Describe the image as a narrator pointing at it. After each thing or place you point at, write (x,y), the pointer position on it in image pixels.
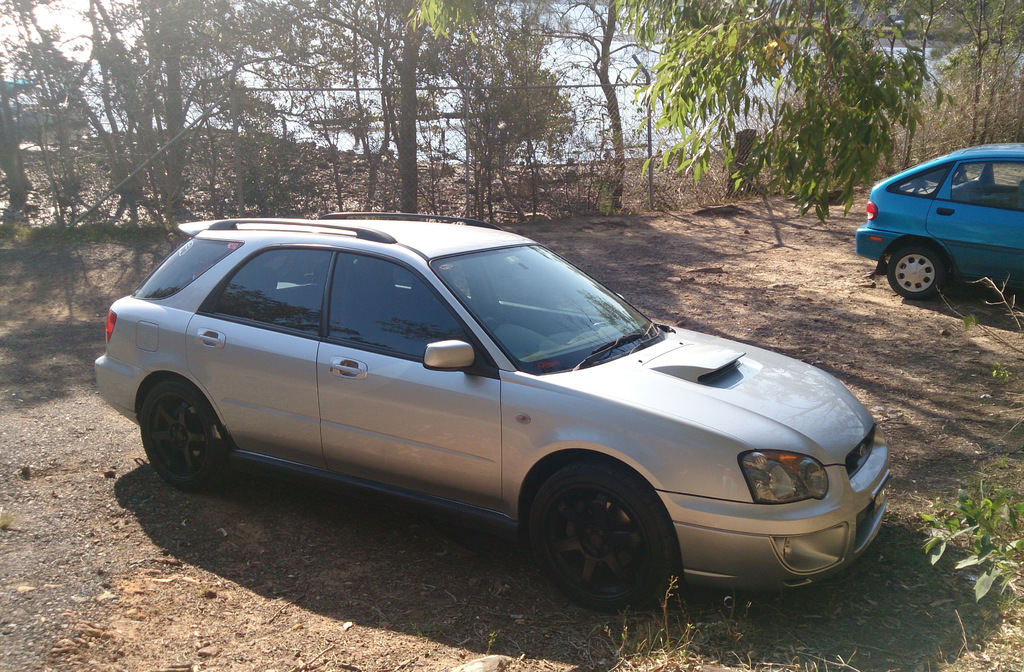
This picture is clicked outside. We can see the two cars (975,155) parked on the ground (368,526). In the foreground (791,631) we can see the plants (996,577). In the background (622,42) there is an object (631,72) seems to a water body (635,118) and we can see the trees (610,100).
